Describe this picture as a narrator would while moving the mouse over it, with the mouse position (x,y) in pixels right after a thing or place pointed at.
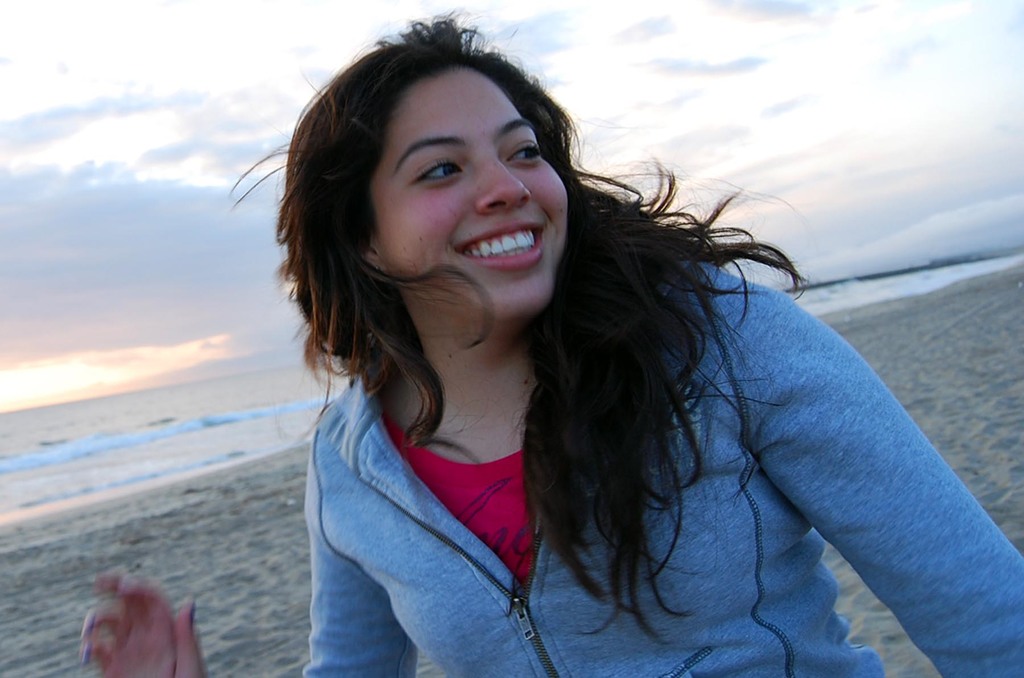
In this picture we can see a woman (689,285) smiling. There is sand (907,389). Waves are visible in the water (127,407). Sky (122,375) is cloudy.
